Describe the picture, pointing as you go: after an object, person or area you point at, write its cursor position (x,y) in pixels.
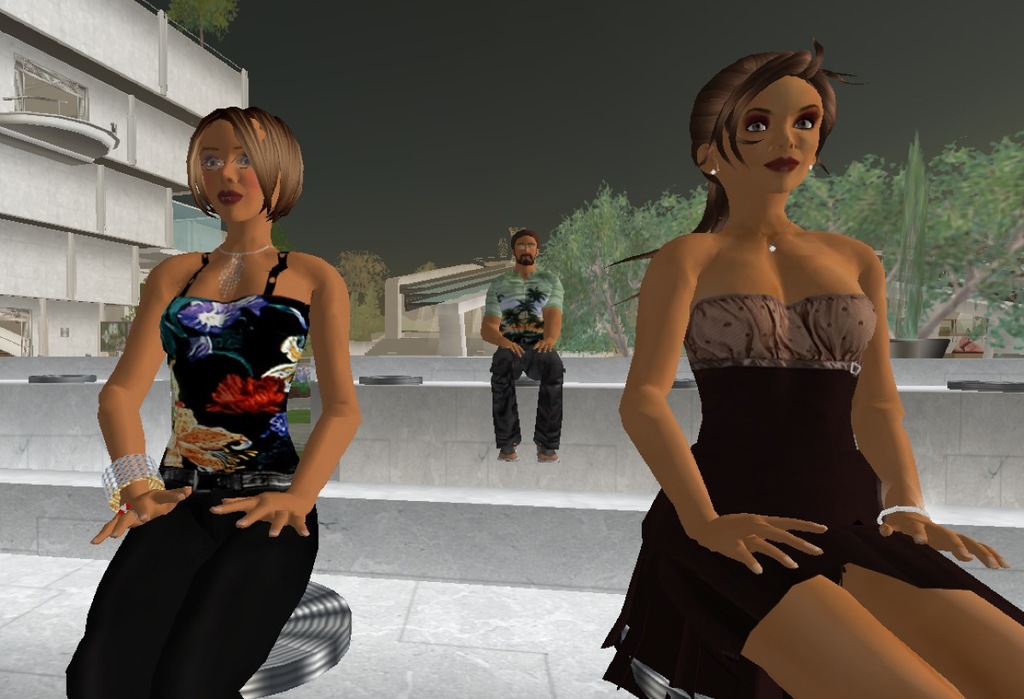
In this image I can see the digital art in which I can see two women (224,451) wearing black and brown colored dresses (711,438) are sitting. I can see a person (555,283) wearing green t shirt (524,313) and pant (498,371) is sitting. In the background (484,287) I can see a building (144,146), few trees (855,236) and the sky (529,130).
